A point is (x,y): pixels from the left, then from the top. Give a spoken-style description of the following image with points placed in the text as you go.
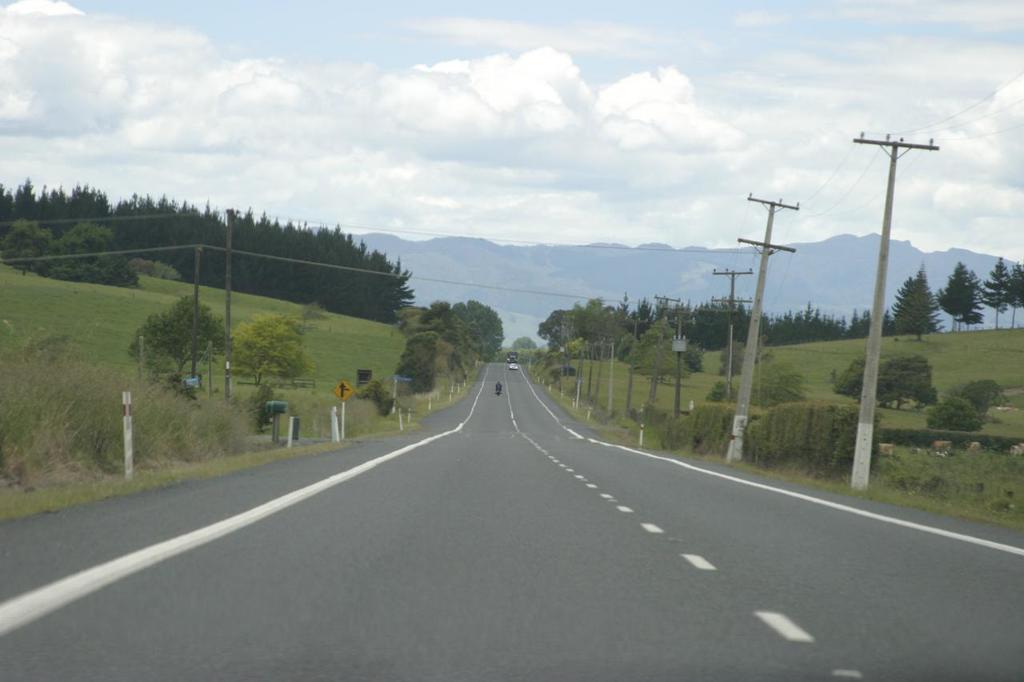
In the center of the image (550,415) there is a road (550,415) and we can see vehicles (514,363) on the road (326,611). There are poles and we can see wires (244,252). In the background (472,329) there are trees (668,330), hills (649,265) and sky (629,197).
